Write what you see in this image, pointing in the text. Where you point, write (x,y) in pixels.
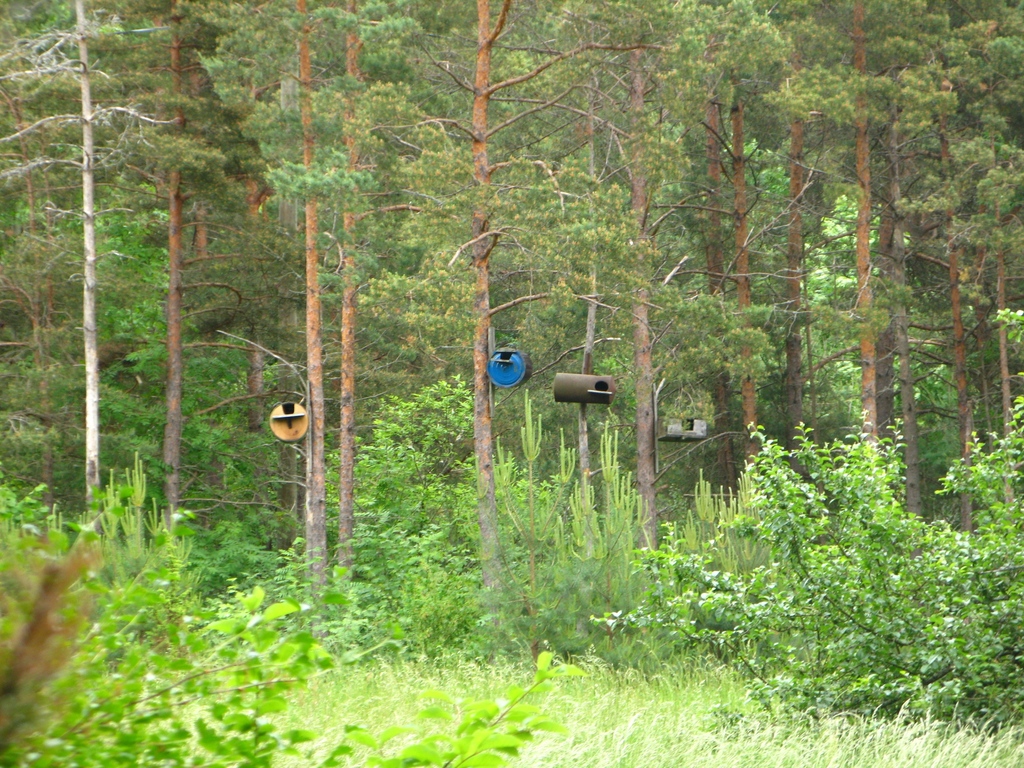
In this image I can see trees (801,267) and plants (118,555) and grass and I can see some birdhouses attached to trees (644,385).
